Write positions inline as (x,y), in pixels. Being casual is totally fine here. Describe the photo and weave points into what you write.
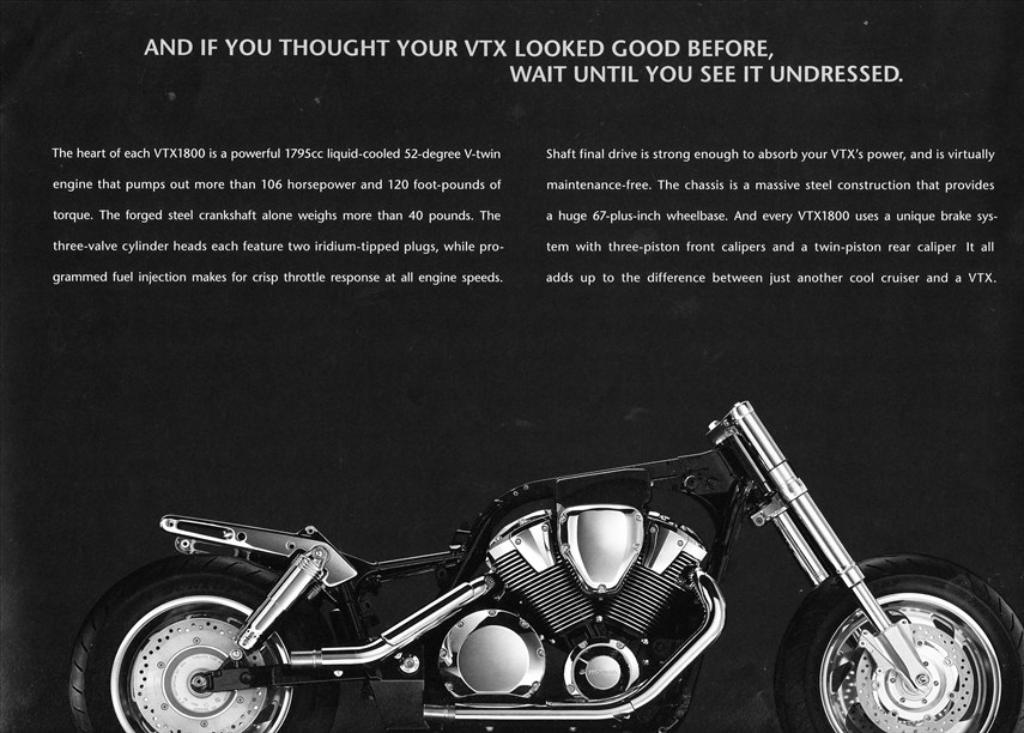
In this image there is a motor cycle (529,565) at the bottom (896,572) and there is matter (529,40) written at the top (568,181). The background (949,301) is black.
